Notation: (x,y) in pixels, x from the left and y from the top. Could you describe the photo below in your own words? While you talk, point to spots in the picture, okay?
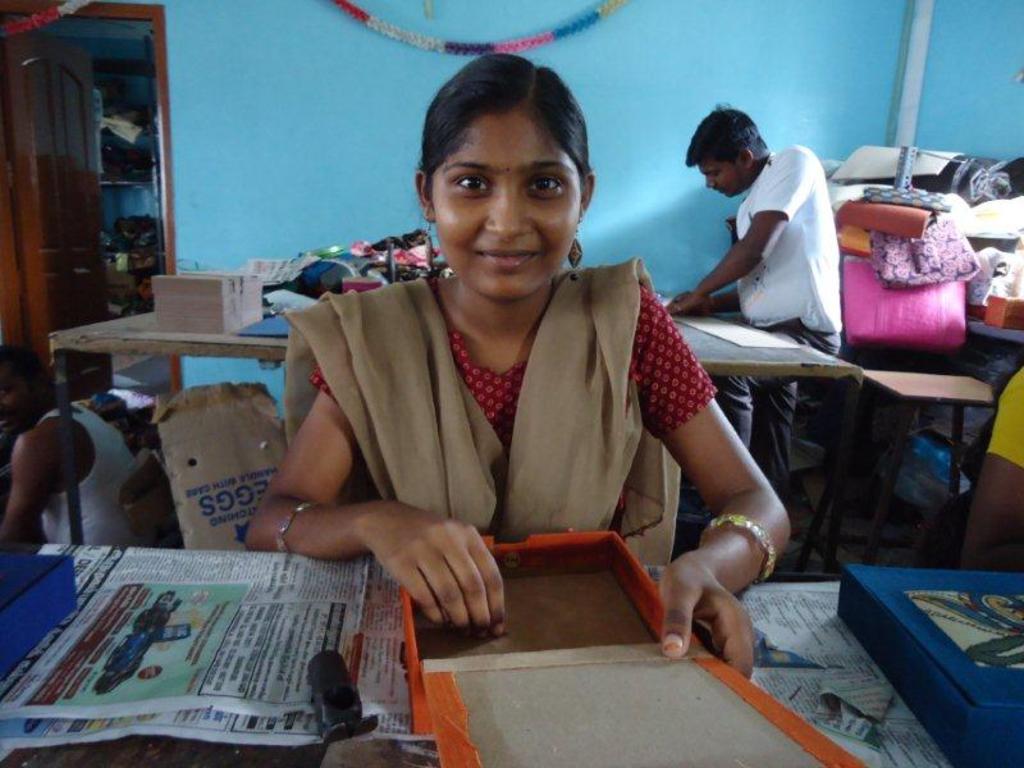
Here in this picture we can see a woman (560,394) sitting over a place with a table (160,749) in front of her having newspaper (254,681) and cardboard boxes (525,674) present on it and we can see she is smiling and behind her also we can see a table (730,350), on which we can see some things (248,286) present and on the right side (792,254) we can see a man (770,213) writing something on the paper (744,340) and we can see some clothes (893,265) present over there and on the left side (58,444) we can see another man (74,432) sitting and we can also see other things (116,250) present and we can also see a door (91,246) present.
